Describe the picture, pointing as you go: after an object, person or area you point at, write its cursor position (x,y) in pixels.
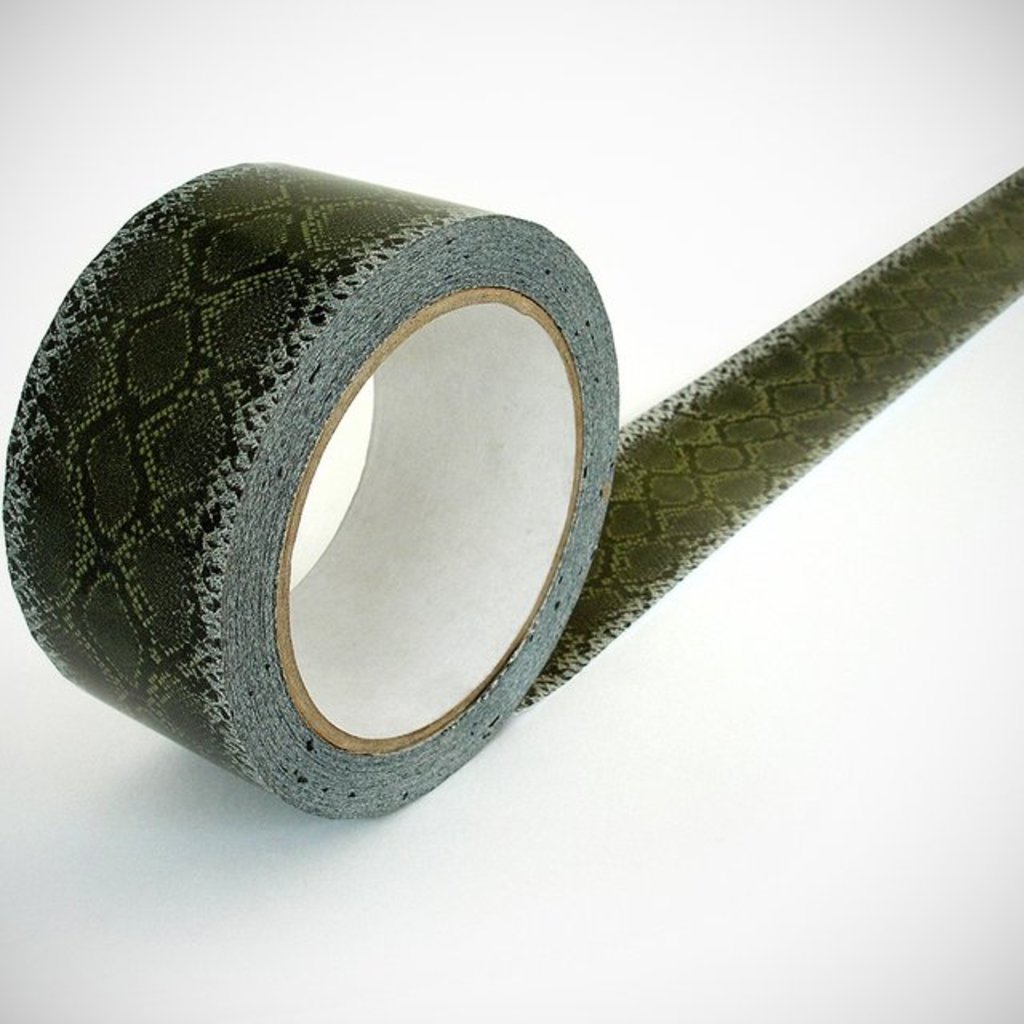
In this image we can see a roll of tape (539,594) on the white color surface (724,730).
